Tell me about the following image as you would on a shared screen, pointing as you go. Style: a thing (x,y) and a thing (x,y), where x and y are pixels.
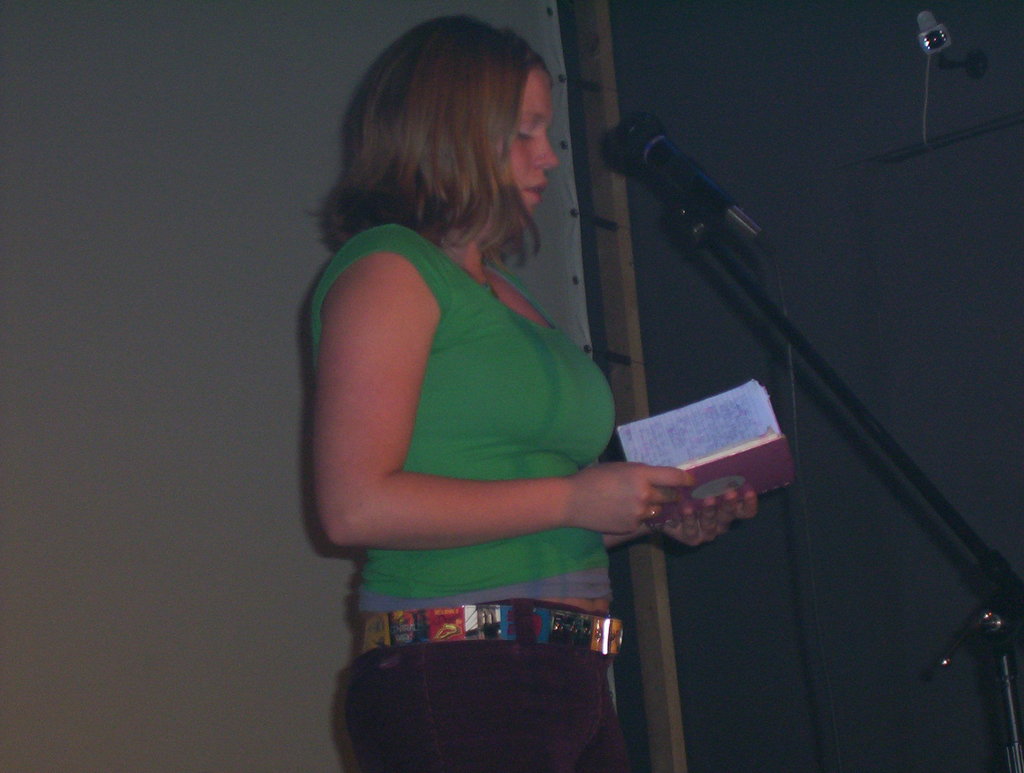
In the center of the picture (382,353) there is a woman (424,415) holding a book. On the right (731,271) there is a microphone (727,218) and there is a camera (924,14). On the left (258,301) there is an object (206,105).
